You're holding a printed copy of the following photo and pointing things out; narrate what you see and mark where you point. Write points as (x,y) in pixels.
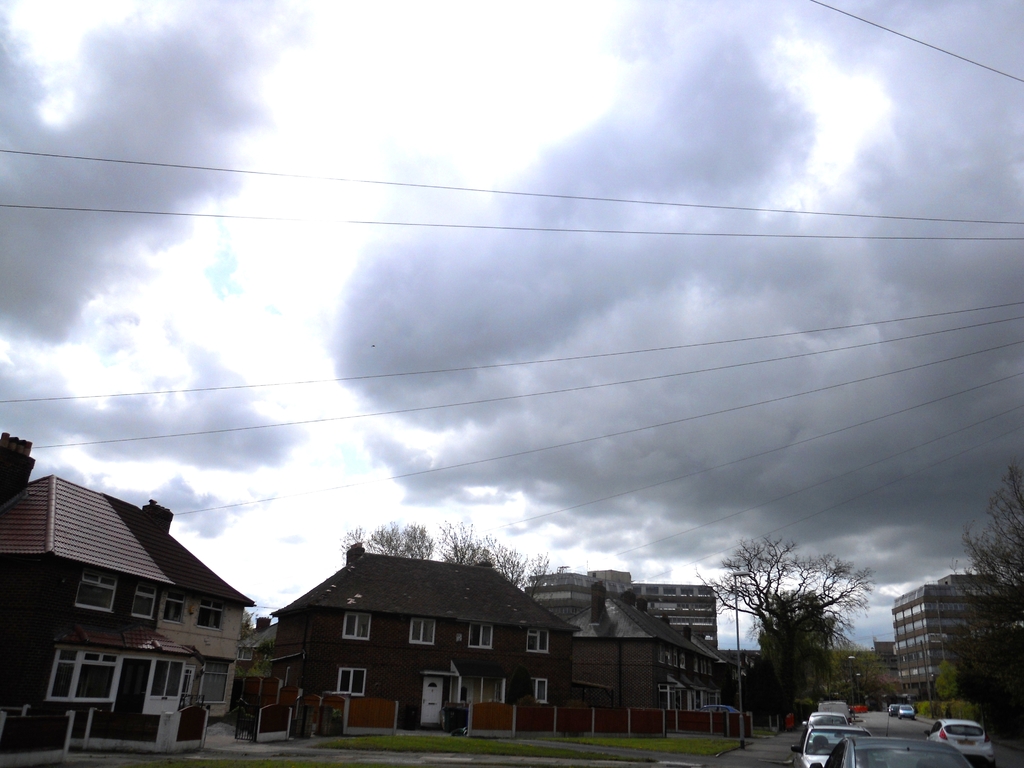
In this image, on the right side (786,767), we can see the road (900,727), there are some cars (969,741) on the road (900,724), we can see some homes (663,694), there are some trees (1004,594), at the top (657,174) there is a sky (559,546) which is cloudy.
